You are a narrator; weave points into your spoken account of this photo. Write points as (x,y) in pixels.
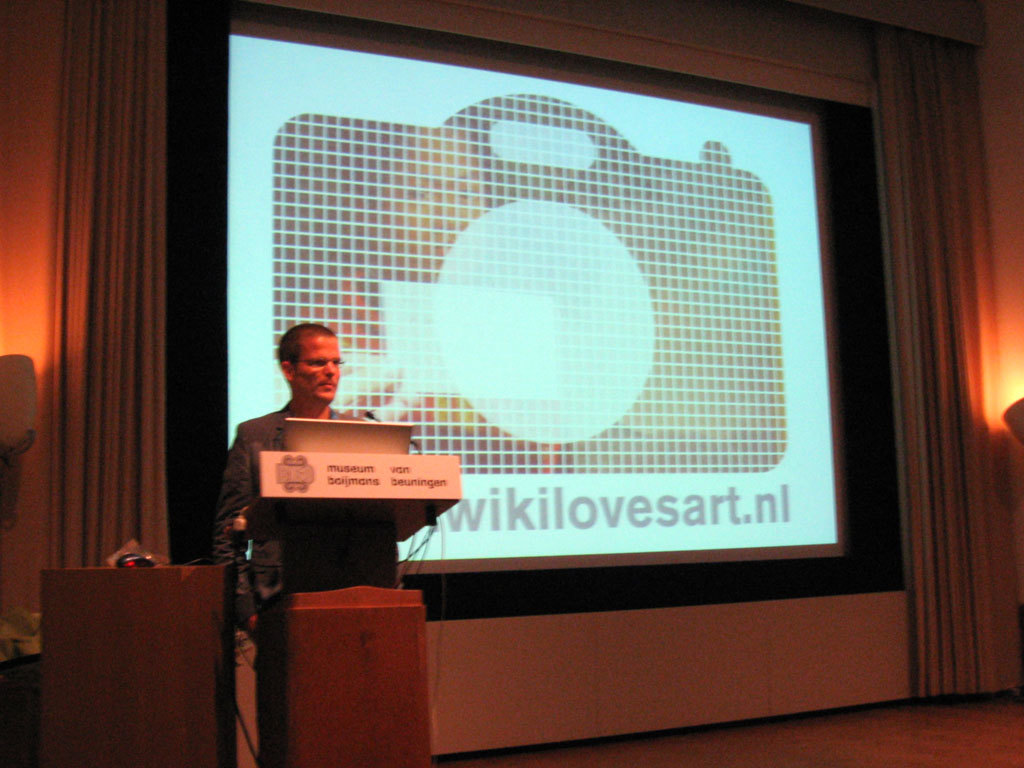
In this image there is a person (329,362) standing, there is a podium (340,588), there are objects (341,431) on the surface (388,452), there is a microphone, there is a screen (523,447), there are curtains (107,313), there is a wall (654,658), there is an object (24,435) truncated towards the left of the image (14,401), there is an object (1020,406) truncated towards the right of the image (1015,425).
